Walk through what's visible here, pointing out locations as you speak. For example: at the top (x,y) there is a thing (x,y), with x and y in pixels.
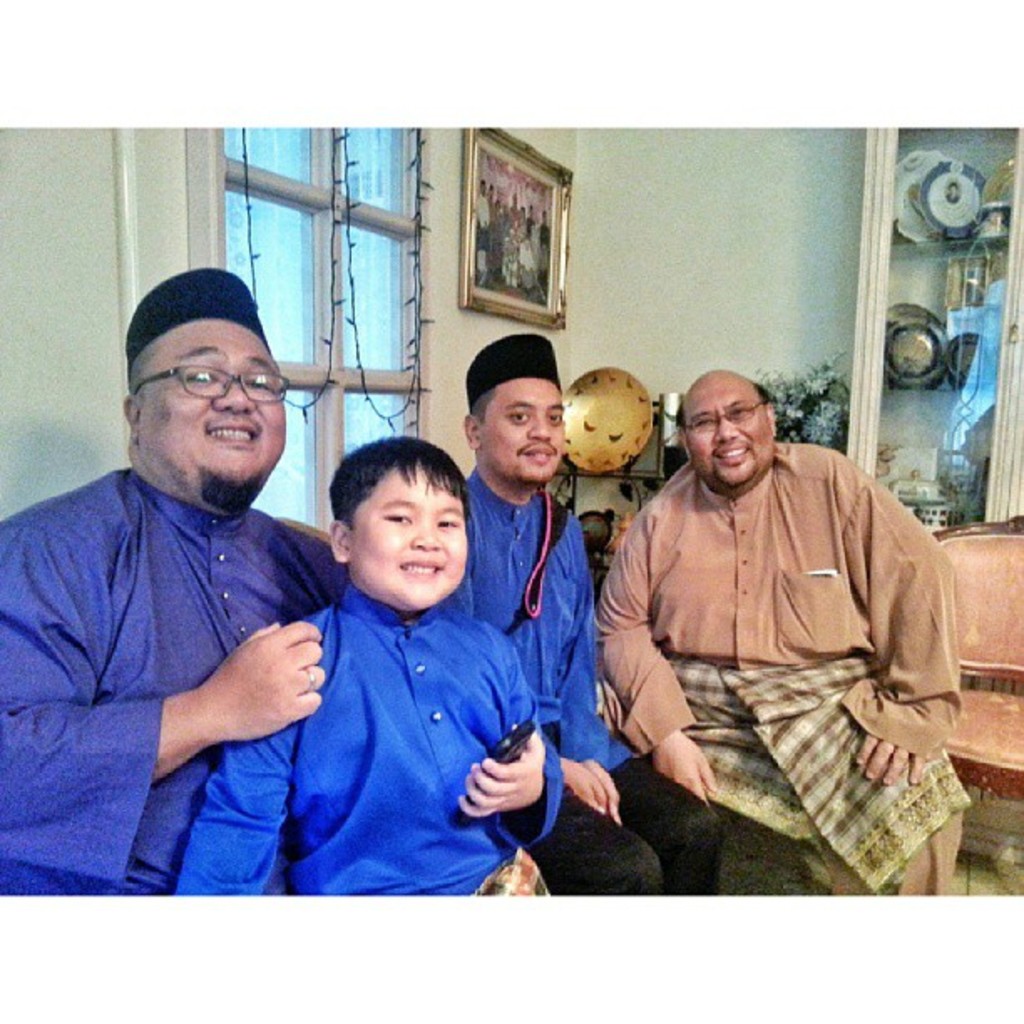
As we can see in the image there is white color wall (671,236), window (384,276), photo frame (536,262), plant (801,387), rack (852,454) and few people (575,534) sitting on chairs (980,656). In rack (927,307) there are plates (958,223).
